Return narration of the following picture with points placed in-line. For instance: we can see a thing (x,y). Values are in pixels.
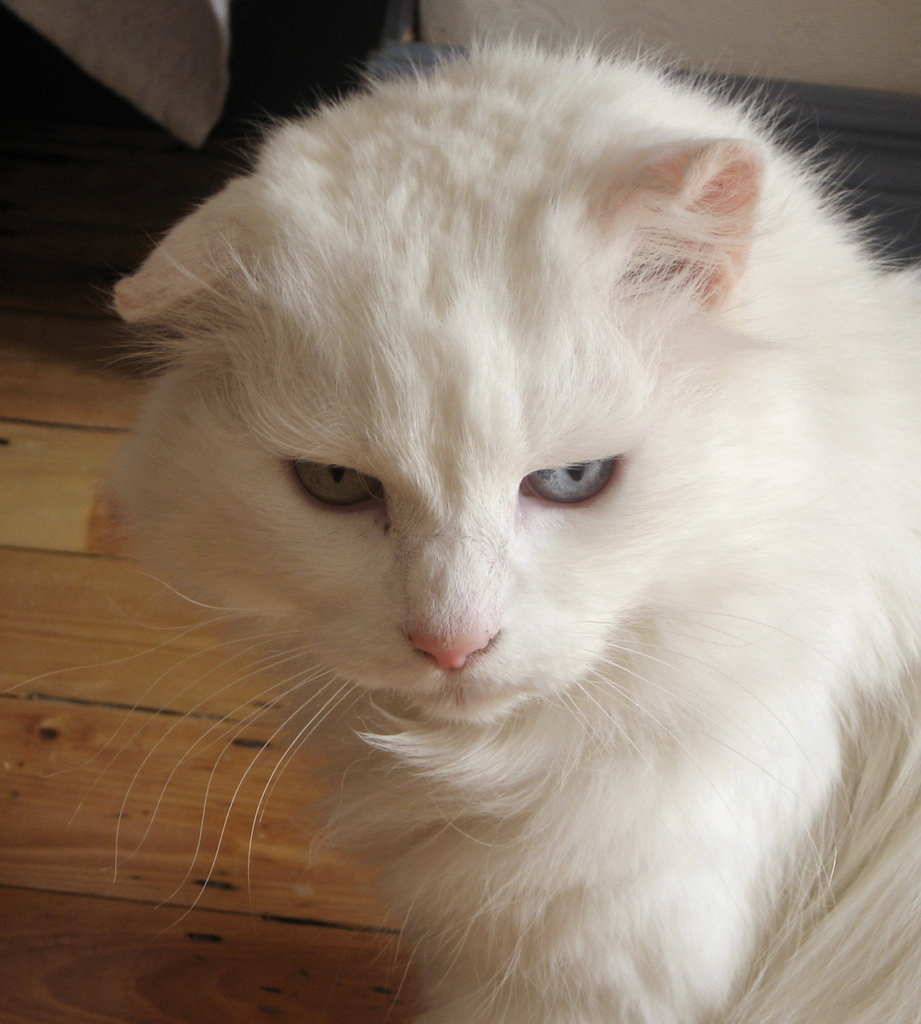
In the foreground of this picture (581,714) we can see a cat (437,676) seems to be sitting on the wooden planks (225,876). In the background (284,56) we can see some objects (319,77).
